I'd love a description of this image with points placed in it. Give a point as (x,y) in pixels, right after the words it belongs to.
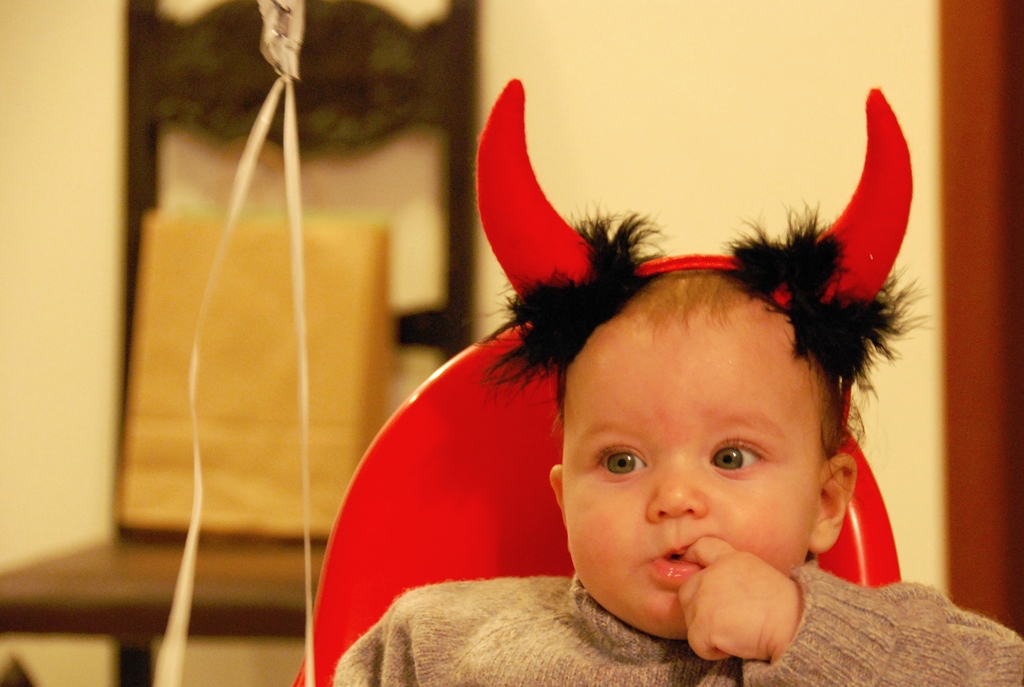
This image consists of a kid (625,460) wearing brown color dress (657,666) is sitting in the chair (438,469). And he is also wearing horns (850,286). In the background (713,47), there is wall (715,63) along with frame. Beside him, there is a table (166,606) on which something (223,448) is kept.
